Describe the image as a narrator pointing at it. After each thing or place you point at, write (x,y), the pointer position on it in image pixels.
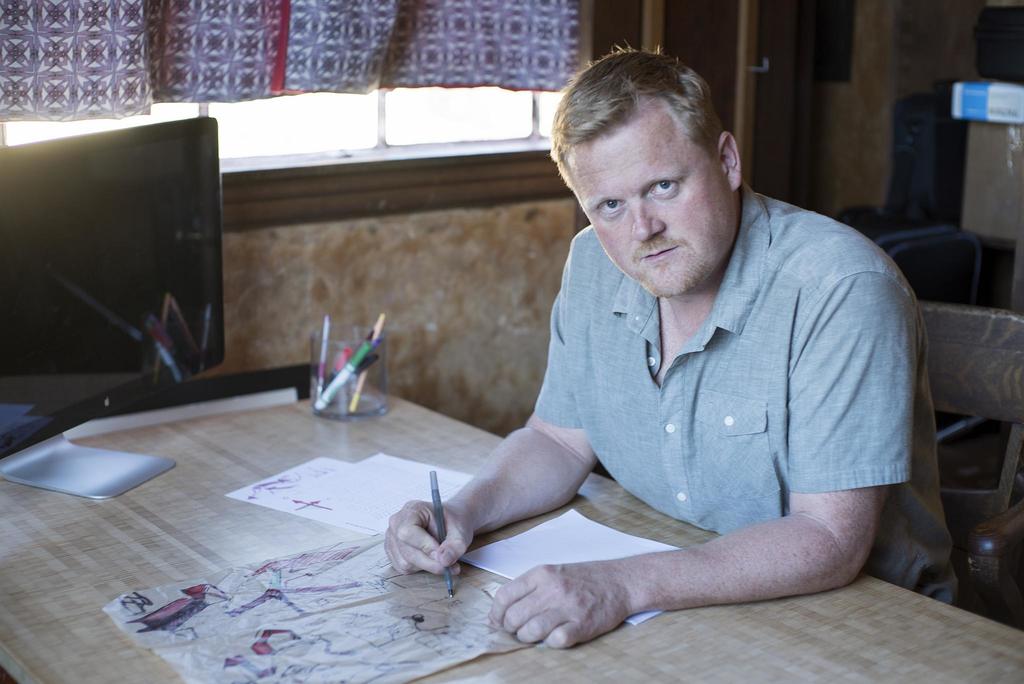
This is a picture taken in a room (877,234), the man (737,277) is sitting in the chair (978,360) and writing on the paper (296,611). This is a table (728,638) on the table (765,661) there are the papers (357,492) and a bowl (323,385) in bowl (355,383) there are pens (322,364). Background of the person (646,263) is a wall (409,242) and windows (310,116) with a curtain (344,55).
